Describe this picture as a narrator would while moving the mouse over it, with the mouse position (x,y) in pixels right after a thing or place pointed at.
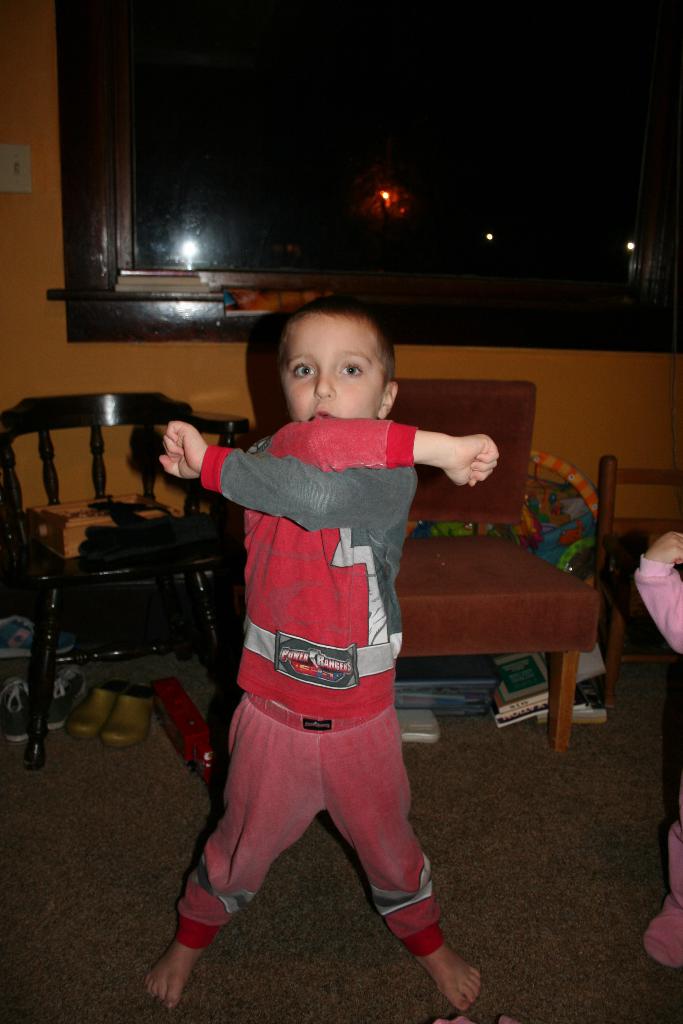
This picture shows a boy (327,628) posing for a picture. In the background (493,566) there are some chairs (154,476) and a window (202,171) here.
